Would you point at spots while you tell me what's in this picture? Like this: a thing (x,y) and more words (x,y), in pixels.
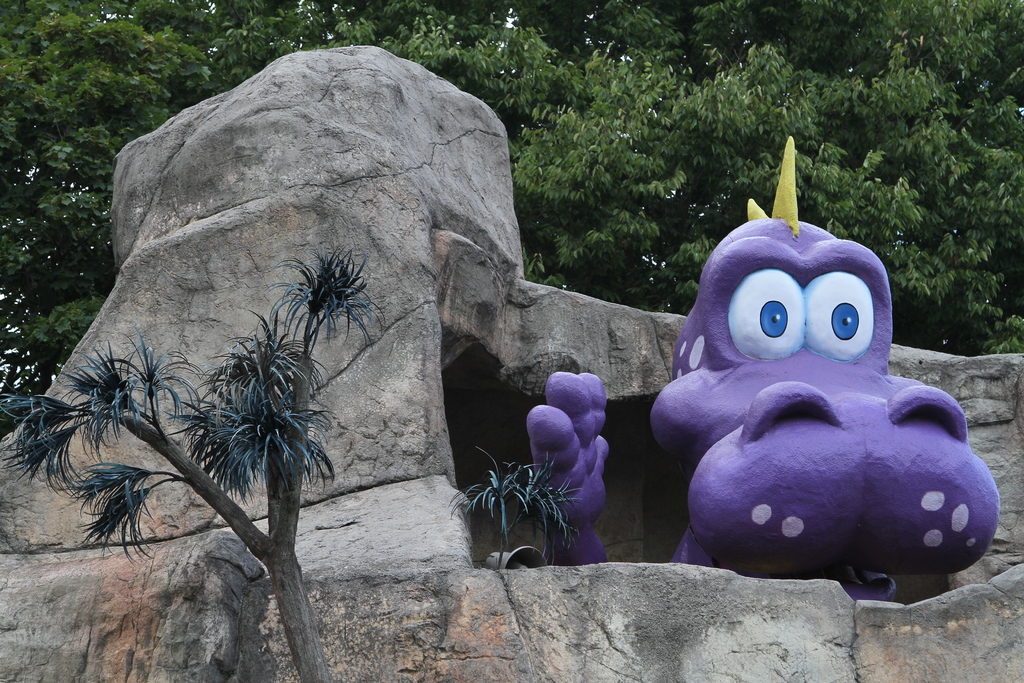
In this picture I can observe a statue of a cartoon character (775,432). It is looking like an animal (728,409) which is in violet color. I can observe a large stone (381,114). In the background (127,95) there are trees (479,67).
